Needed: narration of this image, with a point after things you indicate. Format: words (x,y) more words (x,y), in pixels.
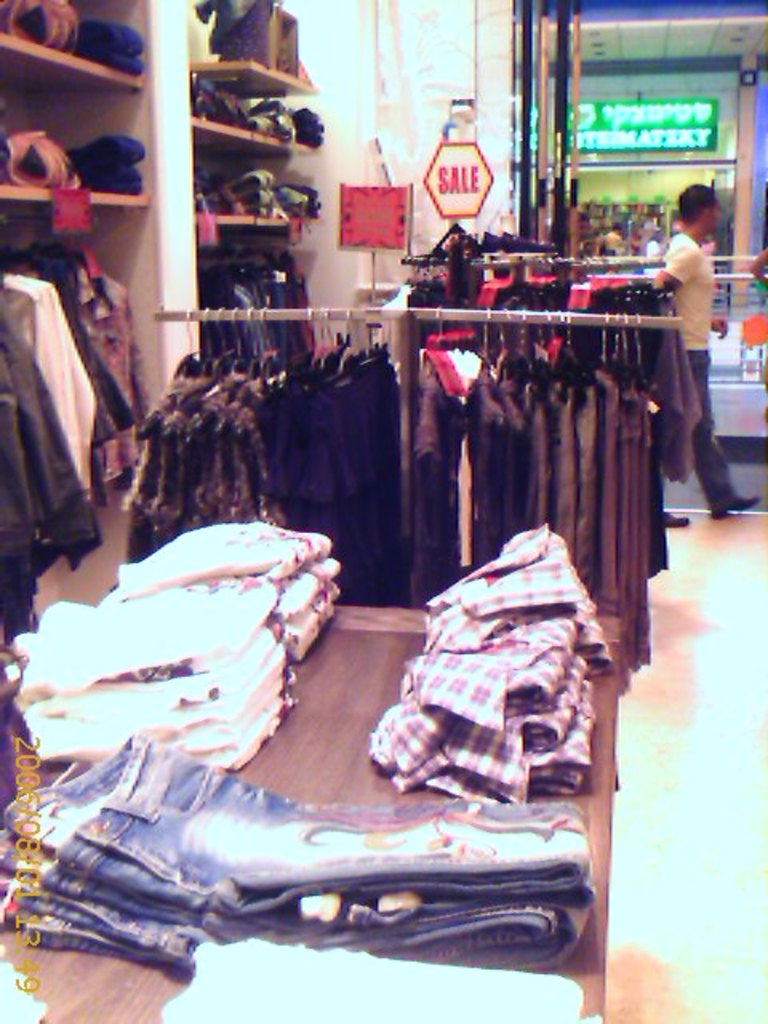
In this picture I can see clothes (449,810) among them some are on the table (333,709), some are hanged to the hangers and some are in a shelf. I can also see a person (696,309) is standing on the floor (723,525). In the background (464,192) I can see boards (449,190) and ceiling (659,24).
